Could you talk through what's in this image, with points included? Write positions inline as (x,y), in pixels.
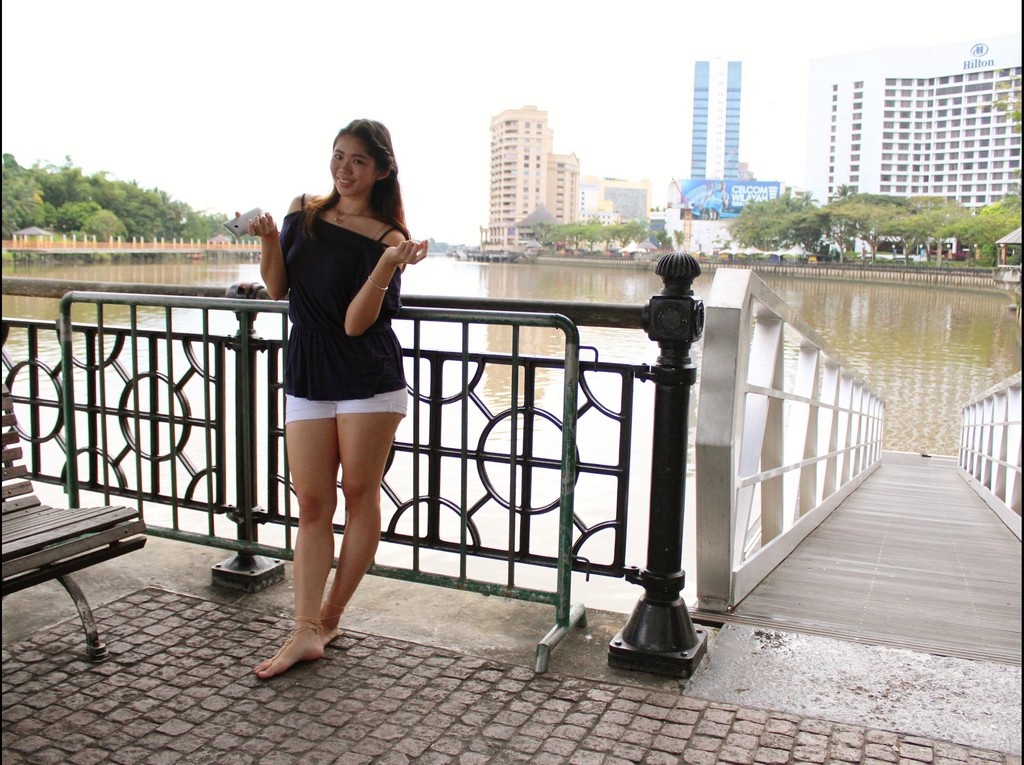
In this image we can see women (381,207) wearing black dress (301,215) is holding a mobile phone (252,213) and standing near the steel railing (50,367). Here we can see the wooden bench (79,551), we can see water (626,294), bridge (852,461), trees (781,222), buildings (943,126) and the sky (83,146) in the background (312,143).
